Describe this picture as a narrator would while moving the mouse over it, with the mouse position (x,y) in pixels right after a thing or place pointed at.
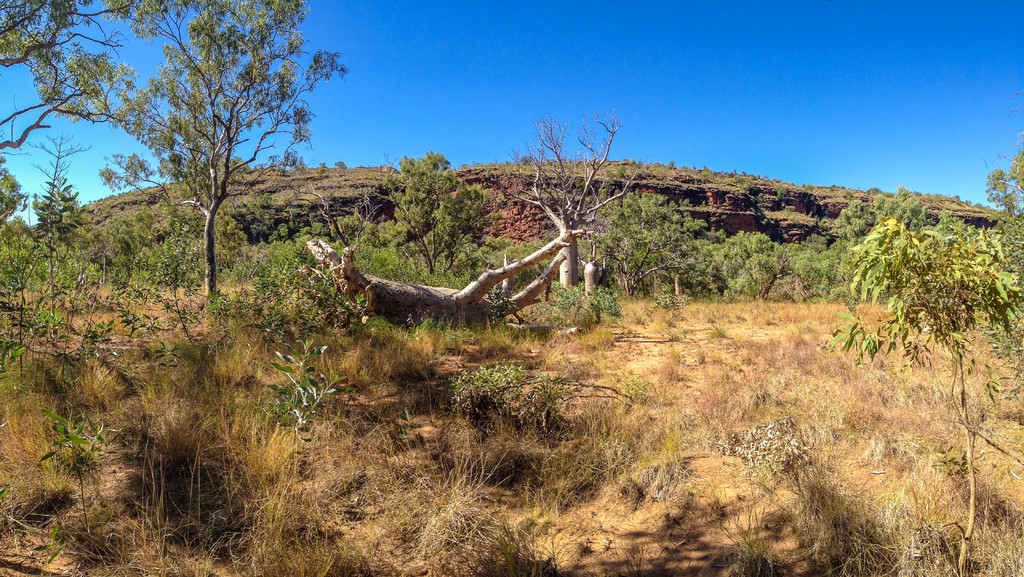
Here in this picture we can see the ground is fully covered with grass (544,309) and we can also see plants (564,299) and trees (431,221) present and we can also see logs (409,298) present on the ground (530,320) and we can see the sky (517,135) is clear.
